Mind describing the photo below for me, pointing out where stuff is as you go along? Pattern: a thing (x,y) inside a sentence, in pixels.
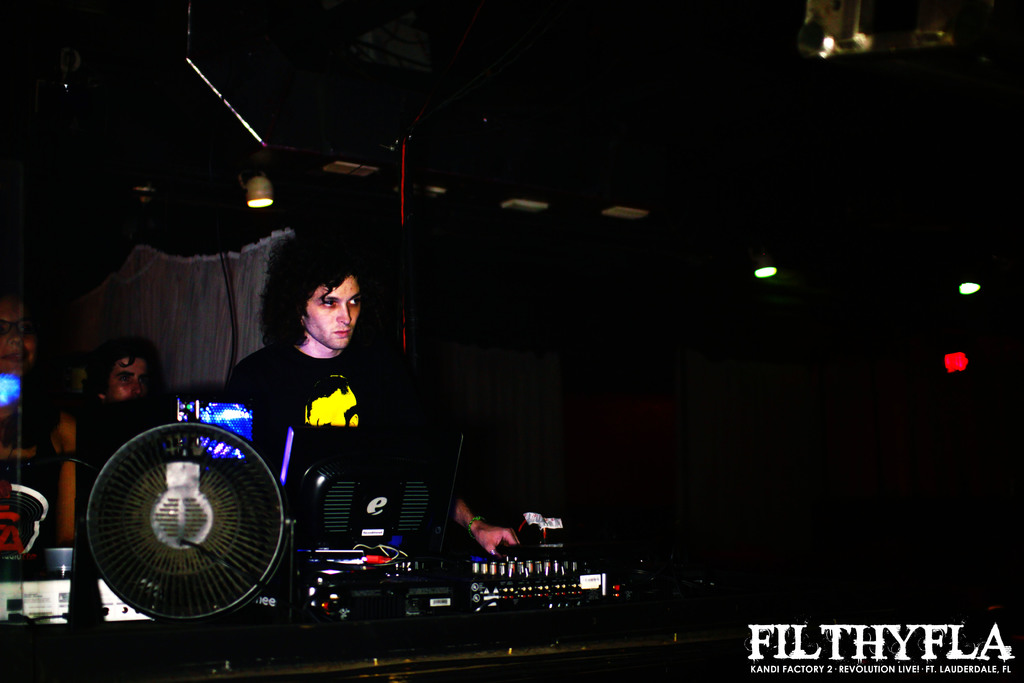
This image consists of three persons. And we can see a DJ setup (428,583) along with the monitor (337,465). On the left (127,517), it looks like a fan (155,475). The background (183,180) is too dark. It might be a pub.
